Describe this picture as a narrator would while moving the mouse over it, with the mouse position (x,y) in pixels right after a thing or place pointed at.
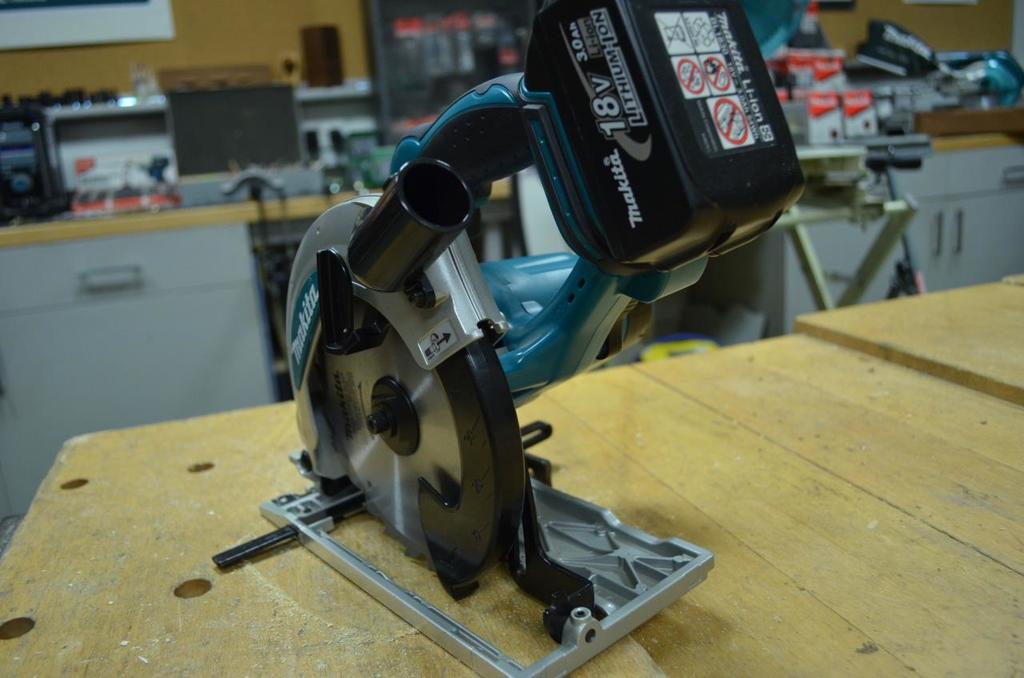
In this picture I can see a machine (416,485) on an wooden object (213,588), and in the background (403,104) there are some objects (253,203) on the table (1019,195).
